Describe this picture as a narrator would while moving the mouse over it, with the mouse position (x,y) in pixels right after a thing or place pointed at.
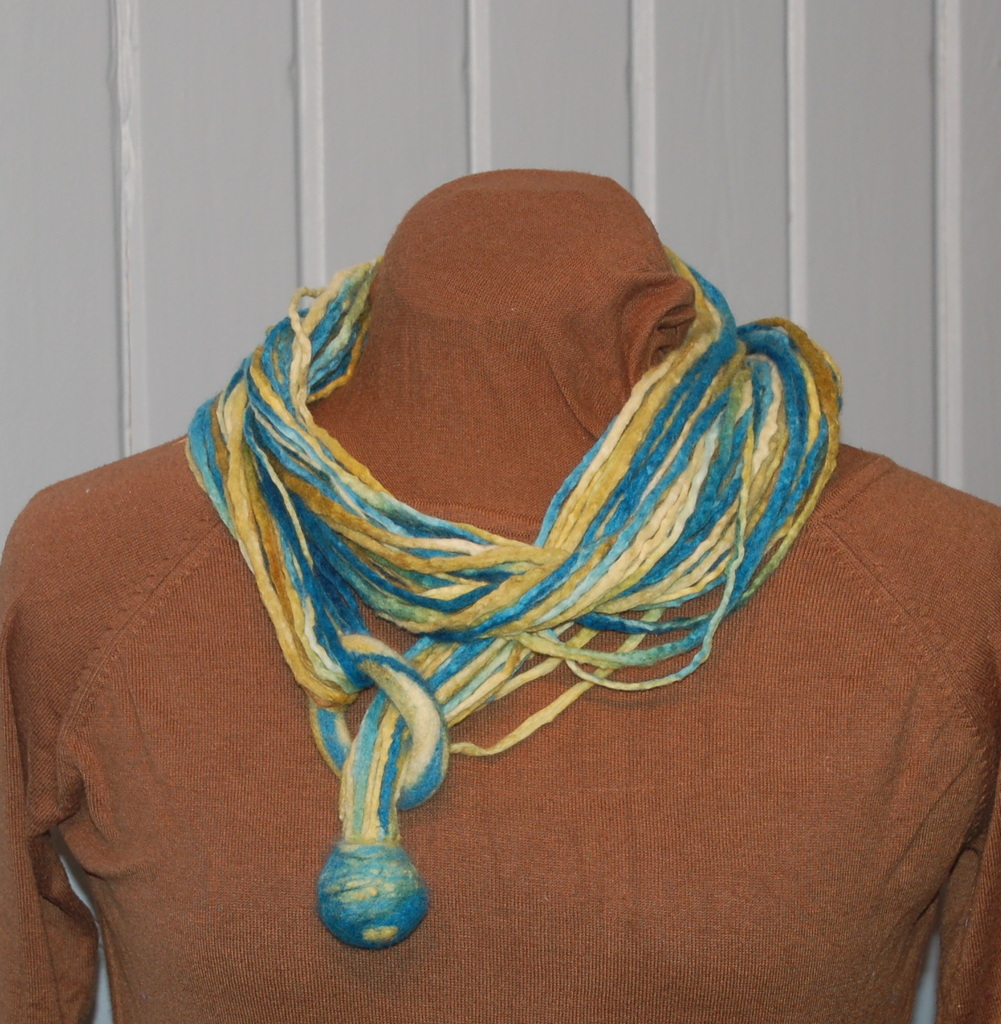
In this image we can see a mannequin (471,666) with a dress (468,728) and some threads (603,612) on it, behind it we can see a wall (237,121).
